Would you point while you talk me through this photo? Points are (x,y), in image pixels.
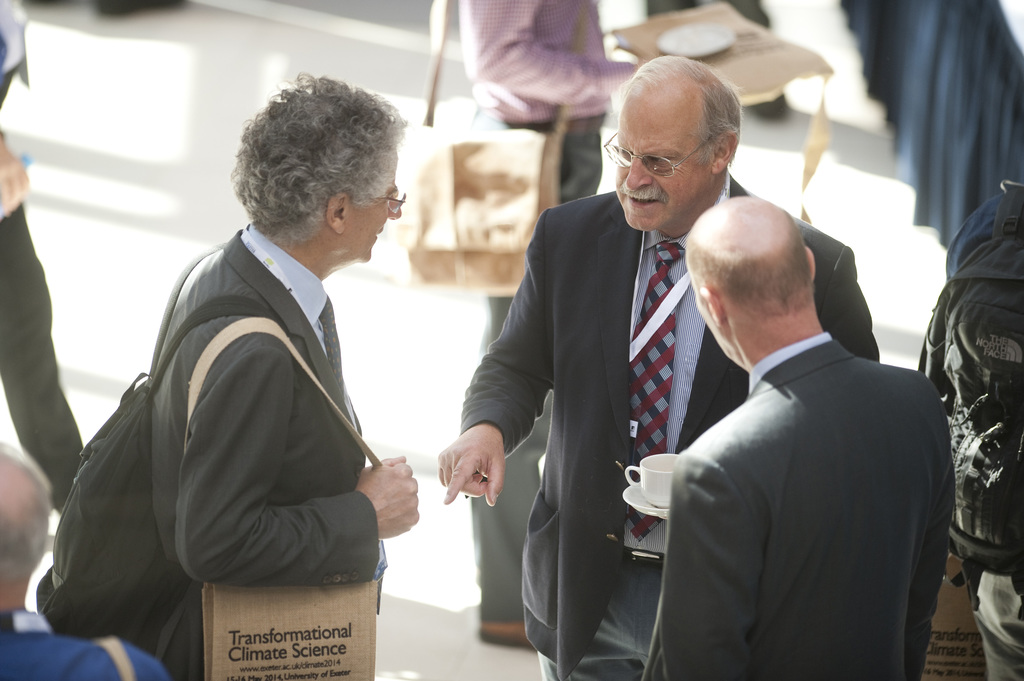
In this image there is a person (221,418) carrying bags (308,595). Before him there is a person (604,432) wearing a blazer (627,361) and tie (665,338). He is holding a saucer (631,495) having a cup (637,467). Right side (992,542) there are few objects (982,534). Beside there is a person (795,570). Middle of the image (493,249) there is a person (499,111) carrying a bag (488,184). He is holding an object (744,62). Left side (3,629) there are few people (21,210).
